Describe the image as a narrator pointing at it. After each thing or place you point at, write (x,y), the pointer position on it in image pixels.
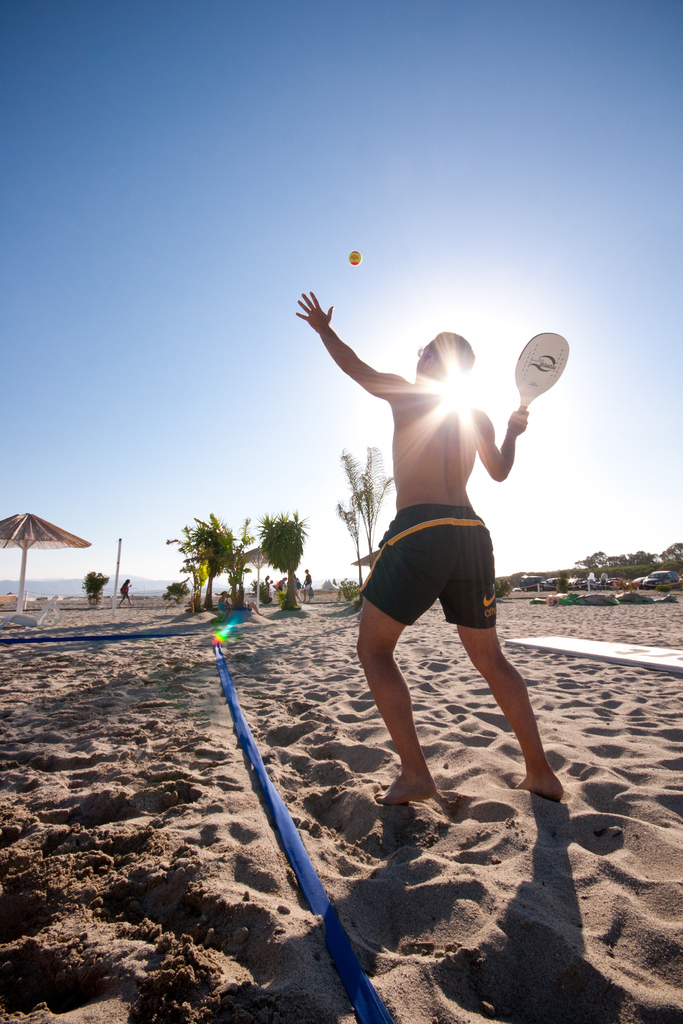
There is a person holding a racket (535,336) with his hand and in a position to hit a ball (354,251). This is sand (215,980). Here we can see an umbrella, pole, vehicles (649,582), trees (514,577), and few persons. In the background (148,306) there is sky (229,190).
